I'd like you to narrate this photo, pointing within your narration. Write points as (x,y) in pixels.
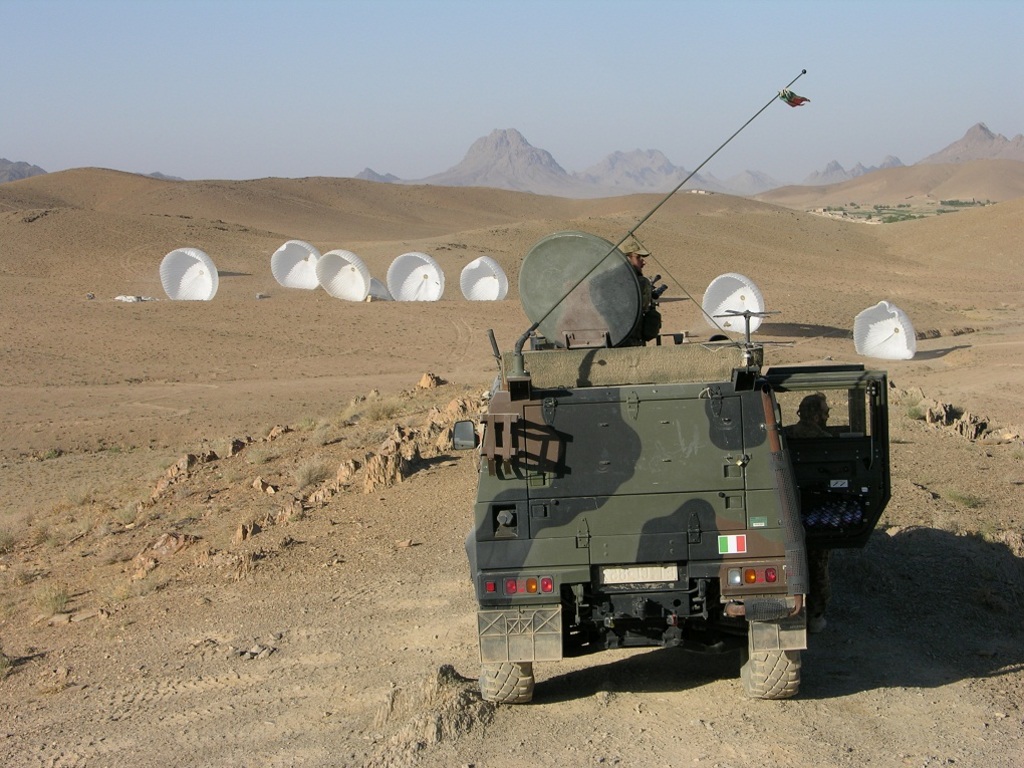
In this image we can see a vehicle (728,435). There are many objects (476,275) on the ground (897,305). There are few people (811,435) in the image. There are many hills (1001,151) in the image.
